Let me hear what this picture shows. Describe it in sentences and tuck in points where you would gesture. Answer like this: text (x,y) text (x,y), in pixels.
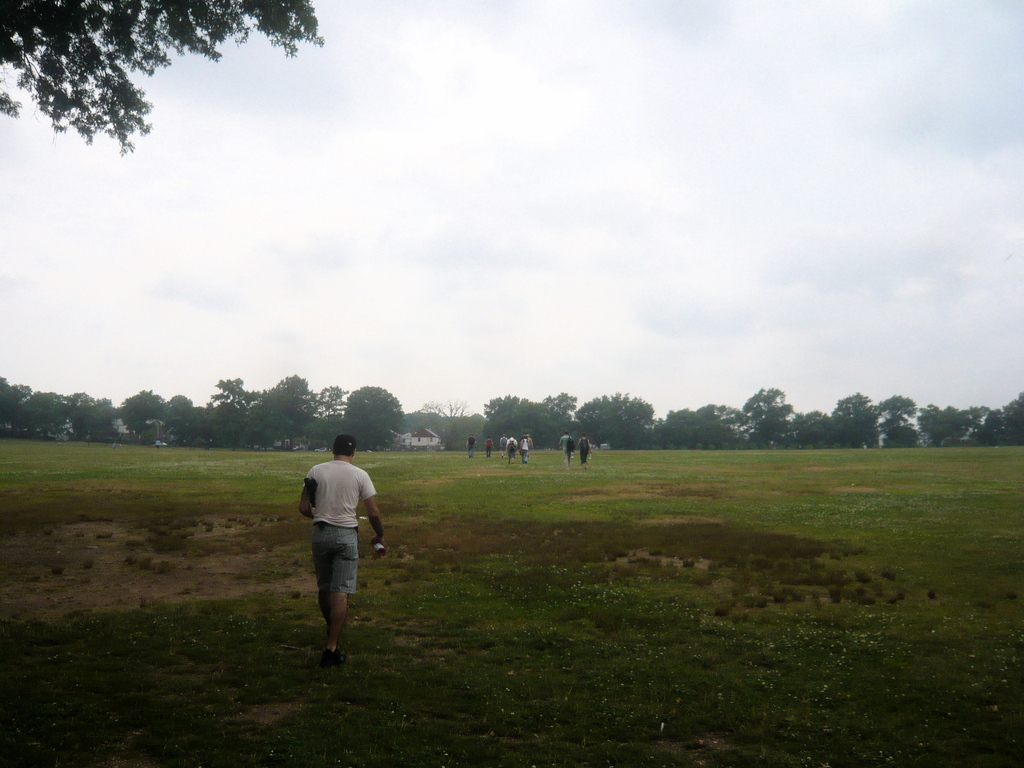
In this image we can see some people (341,596) standing on the grass field (353,604). One person (350,508) is holding a bottle (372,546) in his hand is walking. In the center of the image (430,443) we can see some houses (418,440) with windows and group of trees (319,422). At the top of the image (520,50) we can see the sky (623,129).
